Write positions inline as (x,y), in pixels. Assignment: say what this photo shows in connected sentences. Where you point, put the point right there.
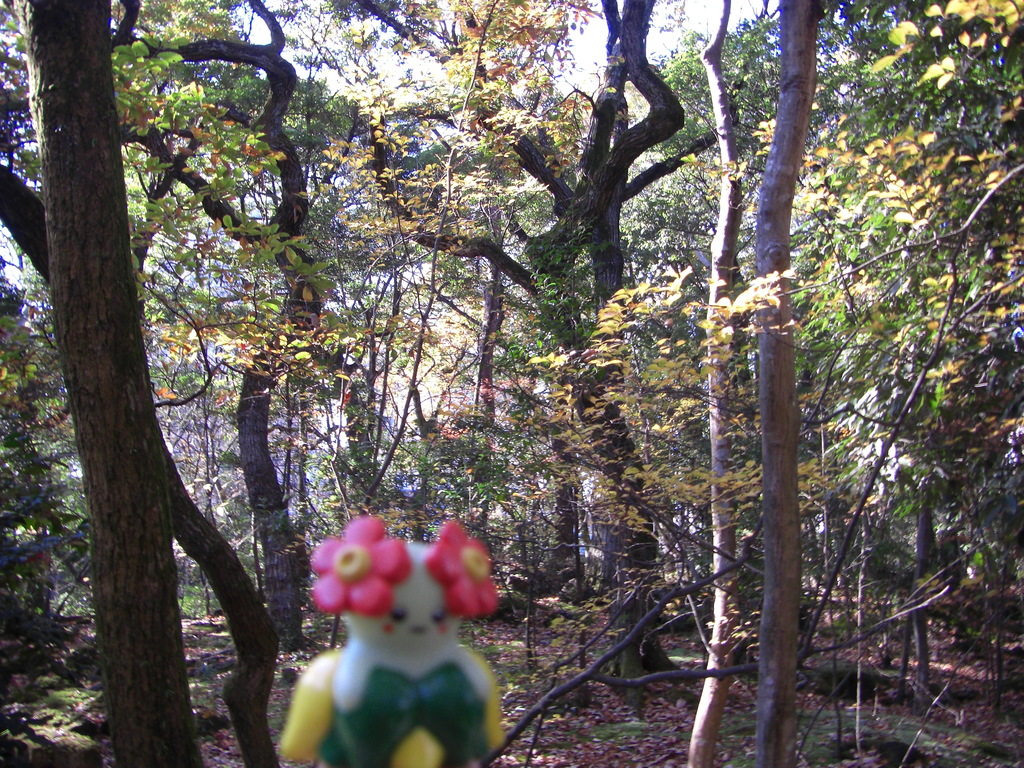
In the foreground of the image (446,678) we can see a toy (449,757) which is blurred. In the background (734,105), we can see trees (765,241), dry leaves (551,734) on the grass (688,732) and the sky (574,56).
